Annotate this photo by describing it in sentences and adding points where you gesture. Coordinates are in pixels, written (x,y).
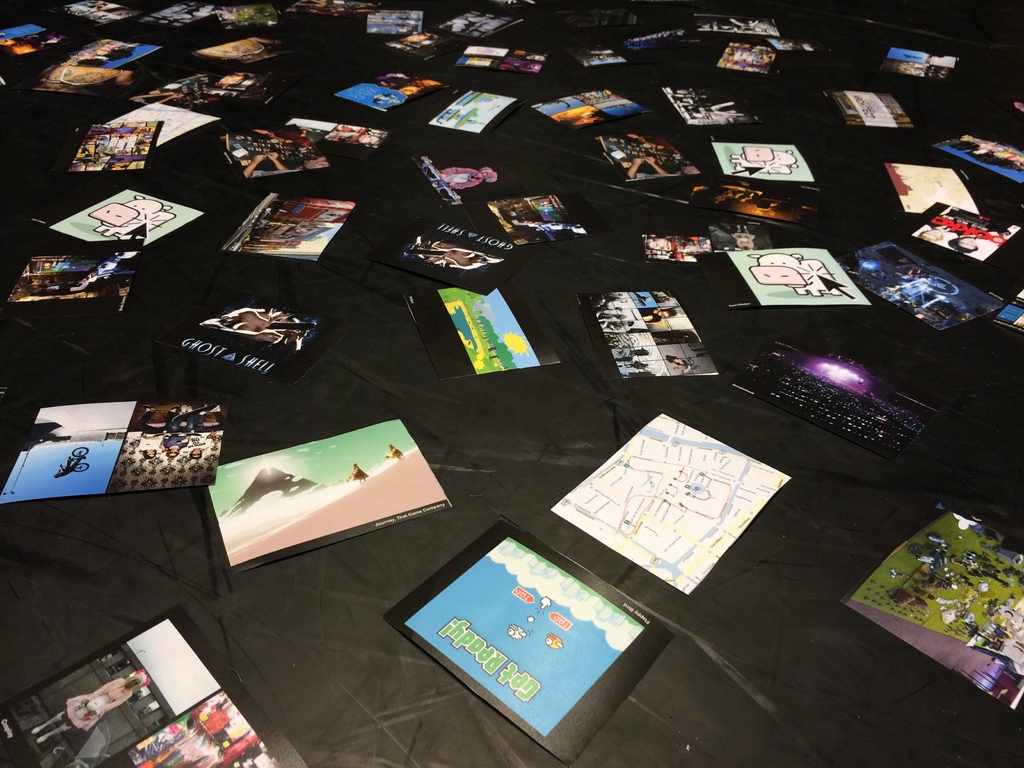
In this picture we can see some photos (420,504) are placed on the black cloth (327,648).
